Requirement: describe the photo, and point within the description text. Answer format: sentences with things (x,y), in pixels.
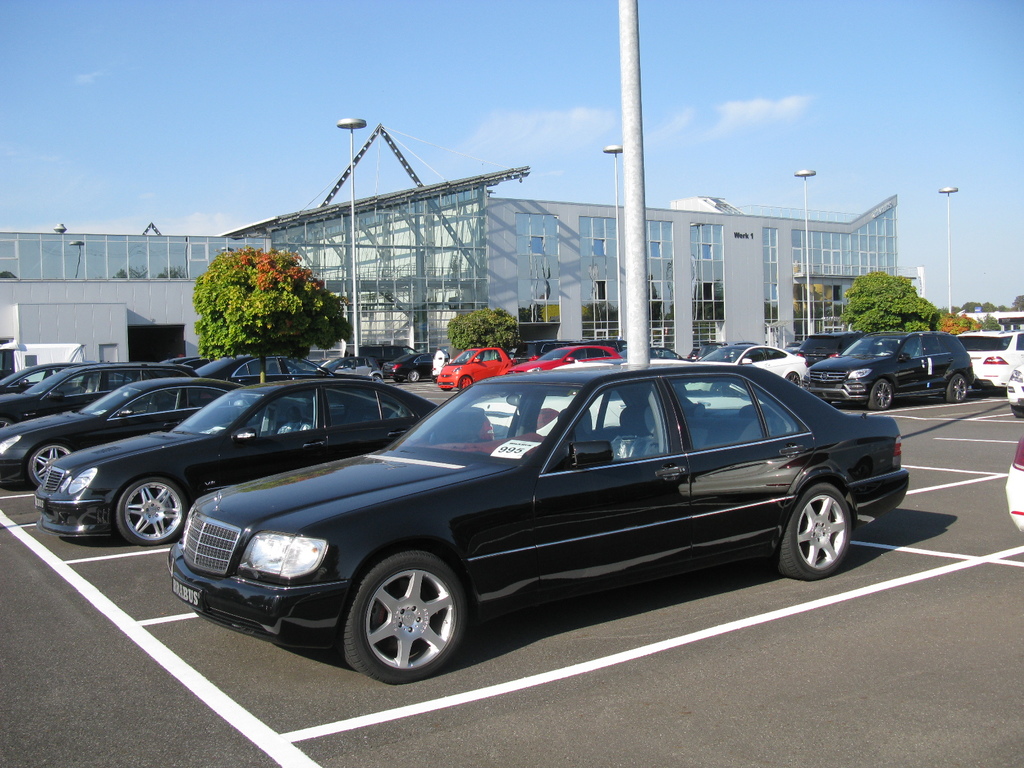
In this image we can see buildings (480,249) with windows (542,316), metal poles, vehicles (864,385), trees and we can also see the sky (453,115).
